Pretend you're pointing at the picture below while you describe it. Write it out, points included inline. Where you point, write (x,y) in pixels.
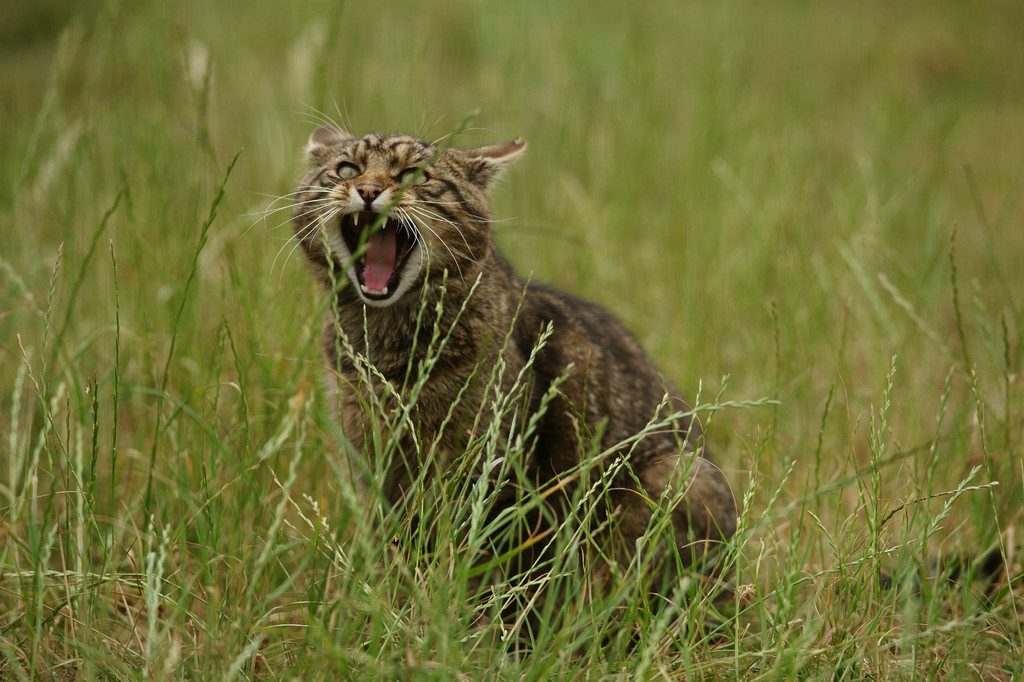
In the picture we can see a wild cat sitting in the grass plants (806,546).
